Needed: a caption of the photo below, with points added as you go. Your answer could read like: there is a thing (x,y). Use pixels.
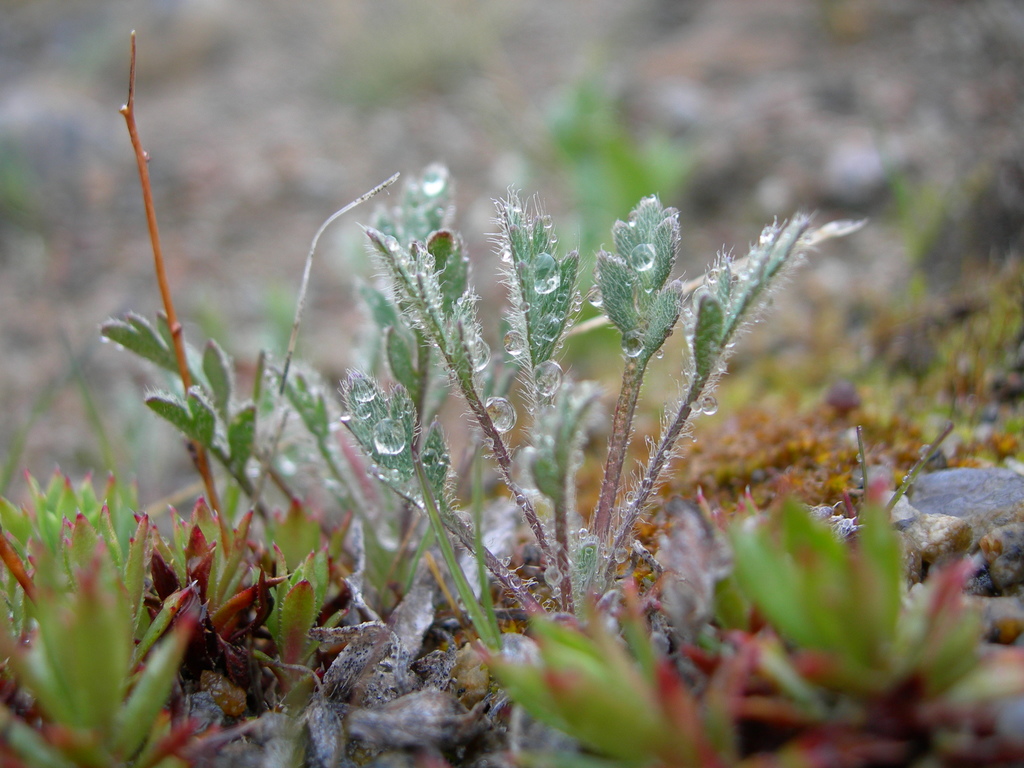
In this picture we can see a few plants (644,359) on the path (457,461). There are water droplets (400,436) visible on a plant (446,452).
